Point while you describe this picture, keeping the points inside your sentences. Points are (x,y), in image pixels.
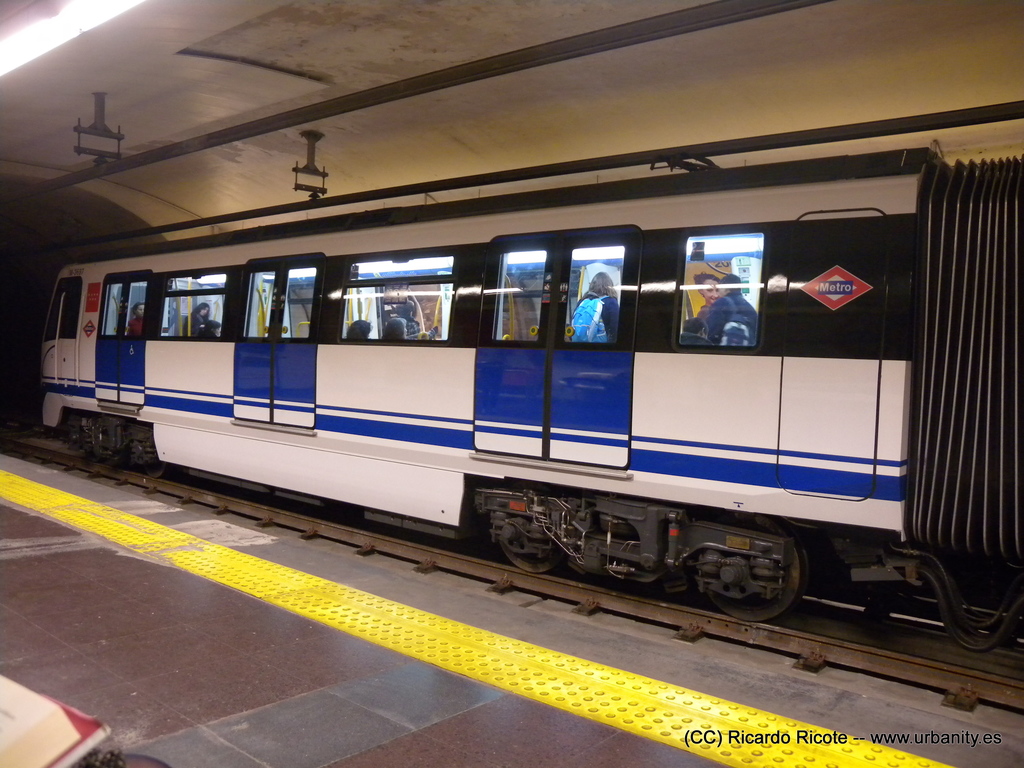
In the image we can see a train (560,369), white and blue in color. The train (371,396) is on the train track (665,606). At the right corner (884,739) bottom we can see watermark (801,734). There is even a light (49,33) and this is a footpath (183,679).
